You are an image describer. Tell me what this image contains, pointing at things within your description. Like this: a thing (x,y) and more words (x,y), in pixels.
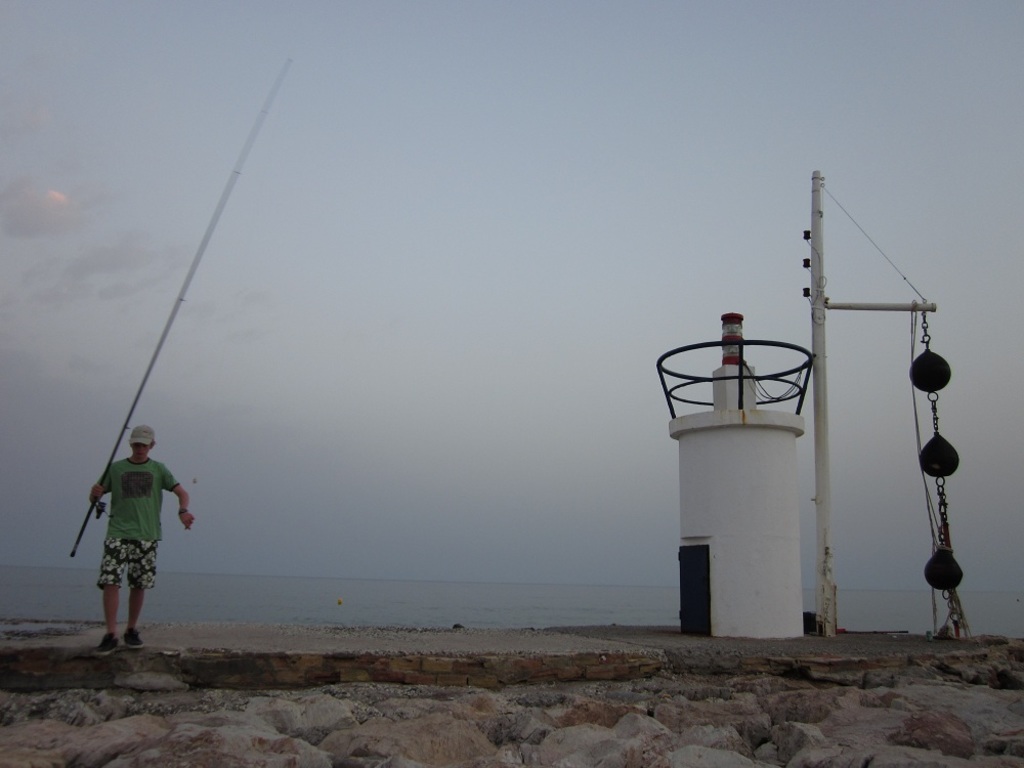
In this image we can see a person (121,483) wearing cap (144,431) and he is holding a fishing rod (90,505). On the right side (734,475) there is a lighthouse (739,466) with railing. Near to that there is a pole (818,376) with some item (951,564) hanged on that. In the back (287,579) there is water (347,584). At the bottom (491,708) there are stones (723,689). Also there is sky (409,365) with clouds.
